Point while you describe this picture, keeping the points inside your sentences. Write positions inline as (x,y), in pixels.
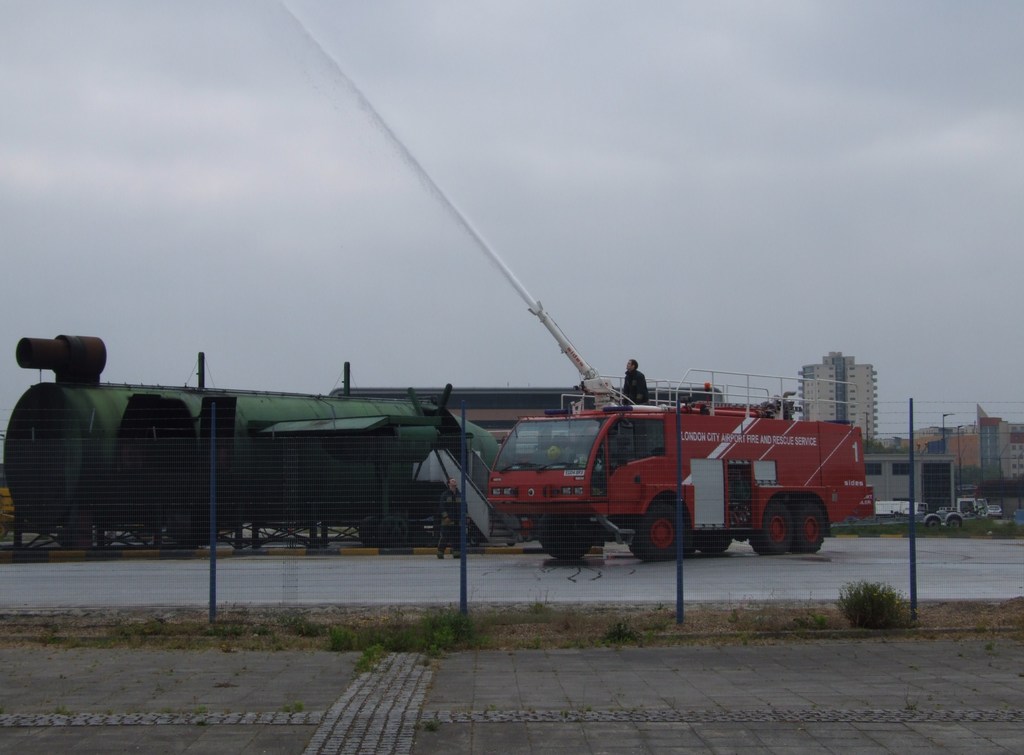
This image consists of a fire engine (574,474). At the bottom (538,739), there is a road (412,662). In the middle (522,495), there is a fencing (178,558). On the left (204,434), there is a tank (304,477). On the right (855,410), we can see the buildings (863,400). At the top (431,122), there is sky (369,236).
